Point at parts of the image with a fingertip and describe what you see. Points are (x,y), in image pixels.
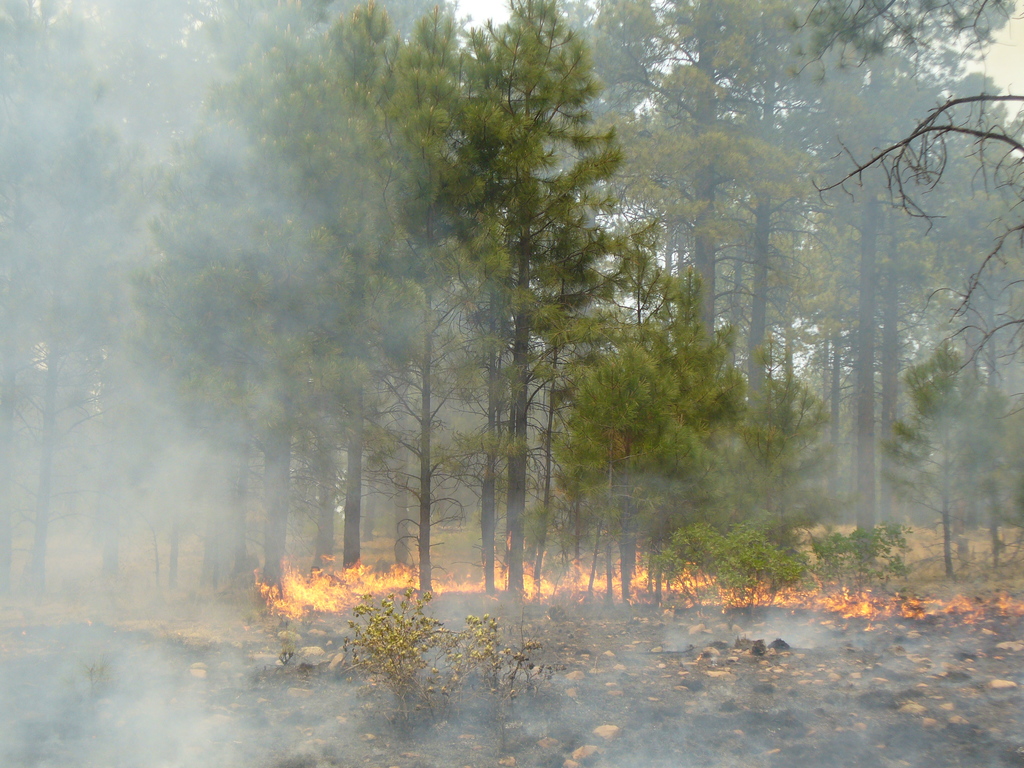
In this picture I can see the fire (298,606) on the ground (805,693). In the background (523,269) I can see many trees (494,473), plants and grass (907,547). At the bottom (564,691) I can see many small stones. On the left (70,388) I can see the smoke (211,413). At the top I can see the sky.
